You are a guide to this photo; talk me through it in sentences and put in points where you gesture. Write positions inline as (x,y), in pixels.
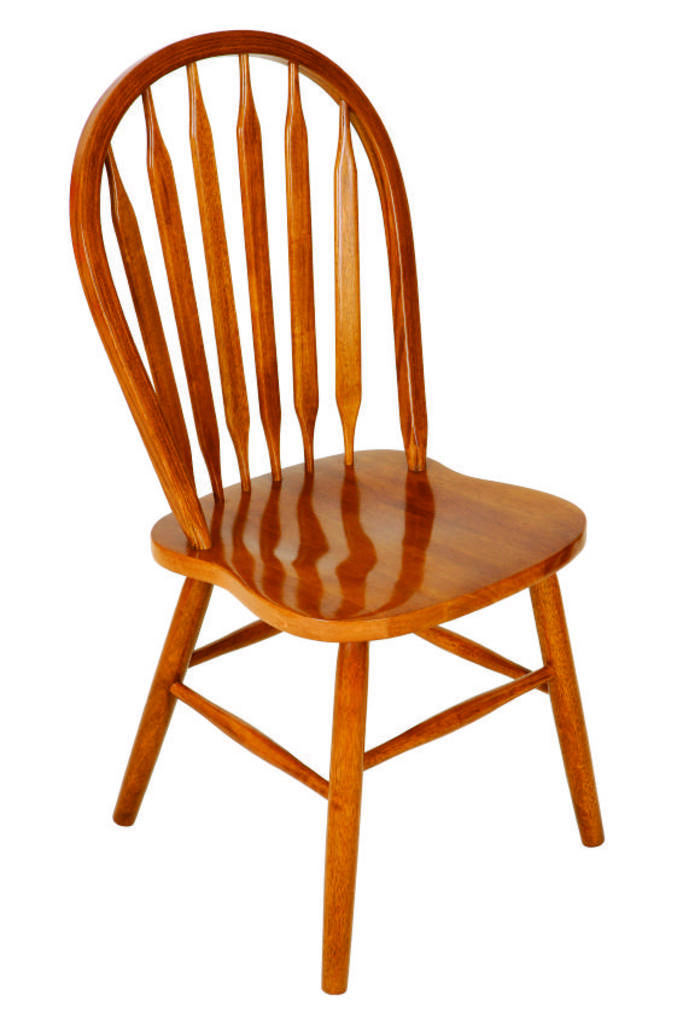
In the image there is a wooden chair (306,136) and the background (606,52) is white.
